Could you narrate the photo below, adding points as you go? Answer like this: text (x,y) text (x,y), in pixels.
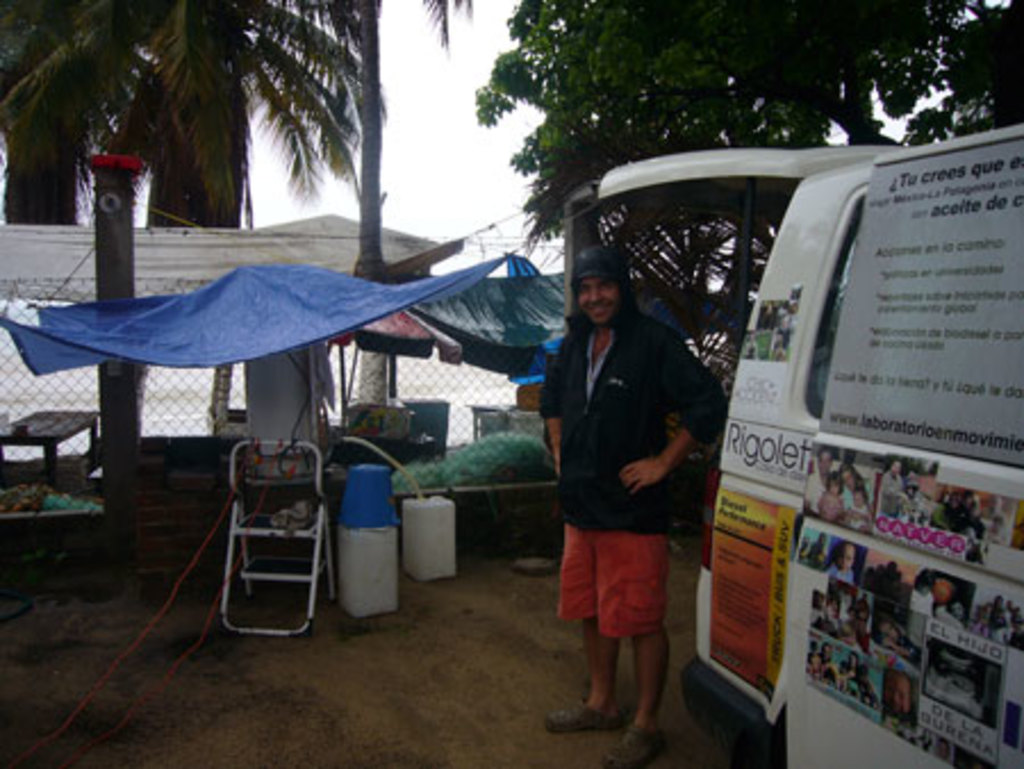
In the image we can see there is a person (609,409) standing and there is a vehicle (854,493) parked on the ground (682,597). There is a blue colour plastic cover tent (304,330) and there are boxes (417,506) kept on the ground (313,643). Behind there is an iron fencing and there are lot of trees (142,152).
